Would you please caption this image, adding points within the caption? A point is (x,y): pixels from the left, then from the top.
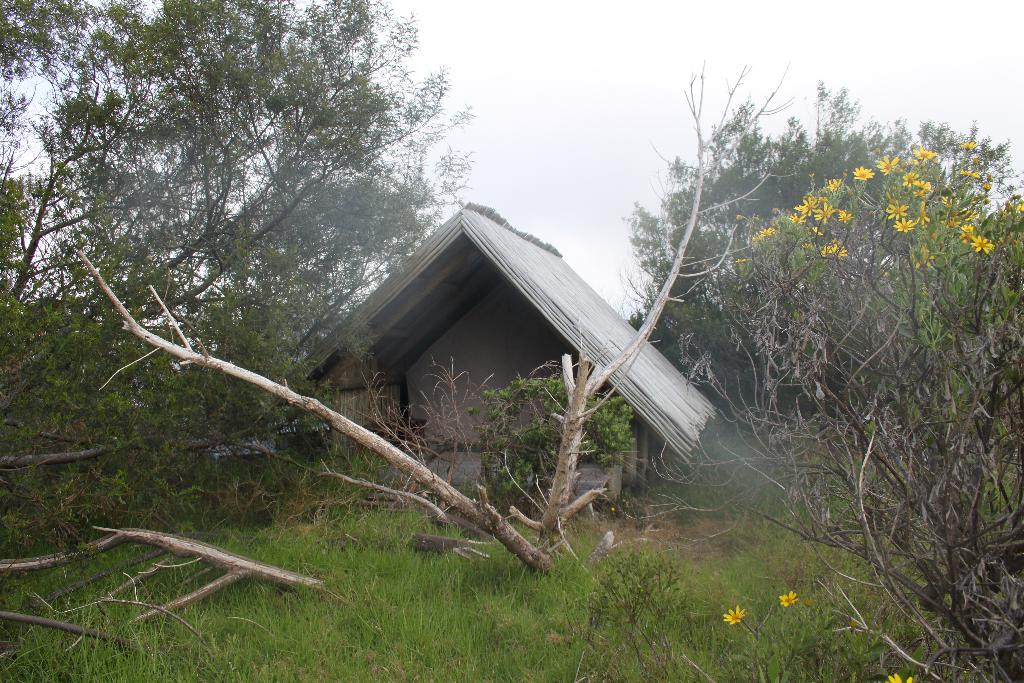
In this picture we can see a shed (444,322), grass (311,515), few trees (554,411) and flowers (809,199).
